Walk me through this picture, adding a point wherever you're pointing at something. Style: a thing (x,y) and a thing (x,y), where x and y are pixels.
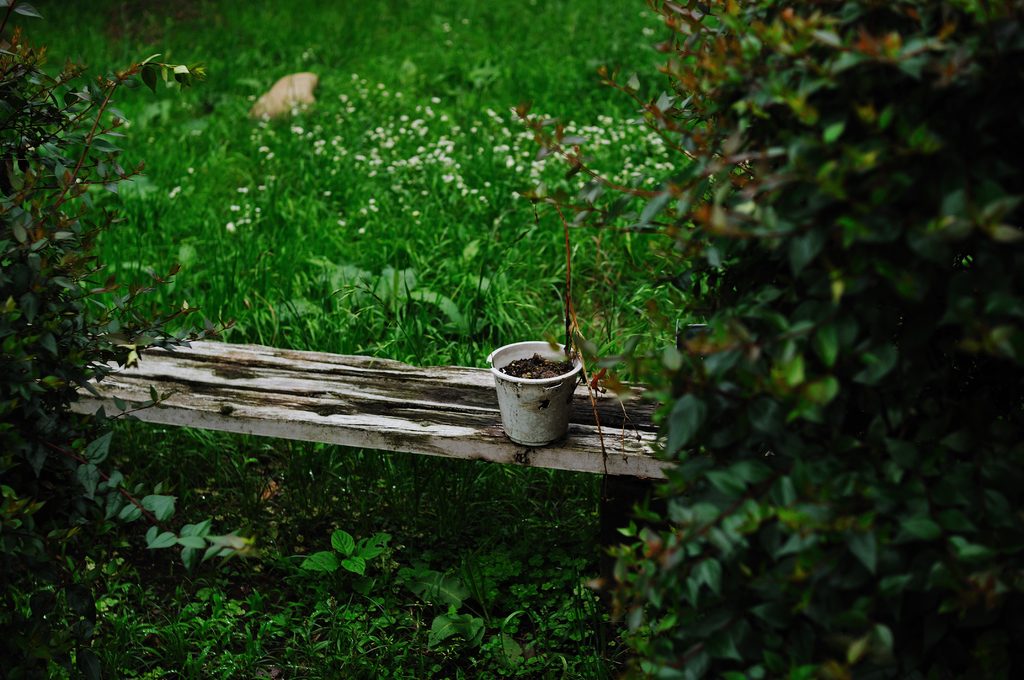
There is a flower pot (542,396) on the wood (396,433). There are also plants (394,295) over here.
